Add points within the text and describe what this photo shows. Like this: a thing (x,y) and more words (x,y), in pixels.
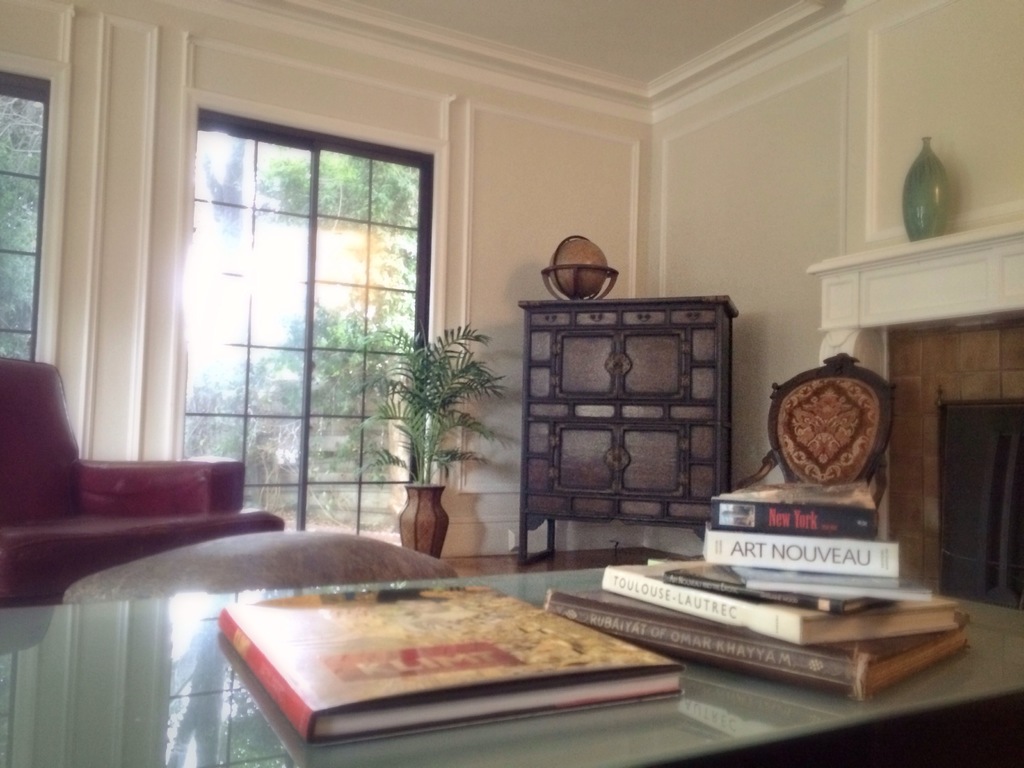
This is a picture taken in a home (339,452), this is a table (214,615) on the table (661,726) there is a book (365,679). In front of the table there is a red color chair (173,521), flower pot (408,500), glass window (305,293) and a wall (498,180).
